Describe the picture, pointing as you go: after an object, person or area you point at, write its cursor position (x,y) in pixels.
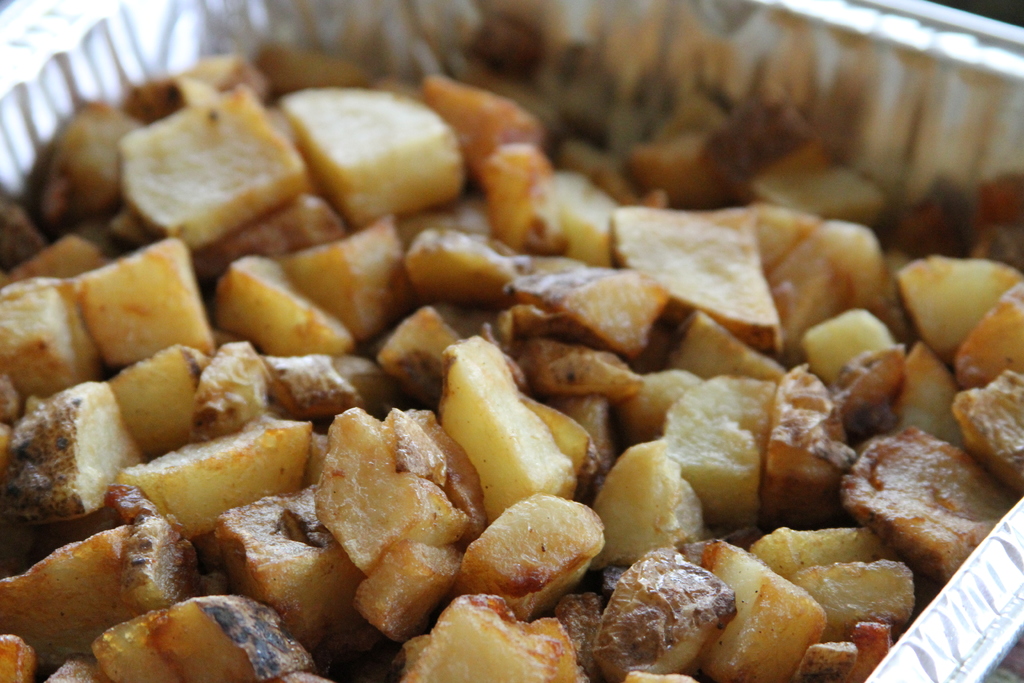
In the picture I can see few eatables (528,389) placed in an object (212,32).
